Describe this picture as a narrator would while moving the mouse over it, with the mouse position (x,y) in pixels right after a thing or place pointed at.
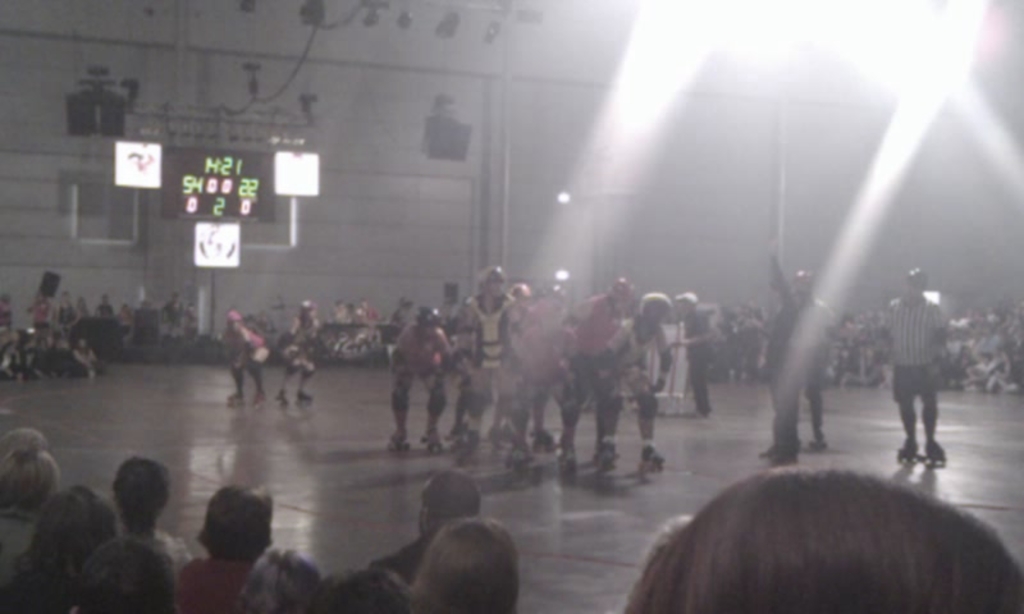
This picture might be taken inside a stadium (643,522). In this image, in the middle (422,355), we can see group of people (406,360) riding on the roller skates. On the right side (906,330), we can see three men (933,411) are standing on the floor (943,401). On the left side (12,368), we can see a group of people (28,346) sitting. In the background (986,340), we can see a group of people (972,344). On the left side (262,179), we can see a pole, lcd display (240,190) and few screens (141,174). At the top (889,56), we can see a light (798,57), at the bottom (862,576), we can see group of people (833,562).
